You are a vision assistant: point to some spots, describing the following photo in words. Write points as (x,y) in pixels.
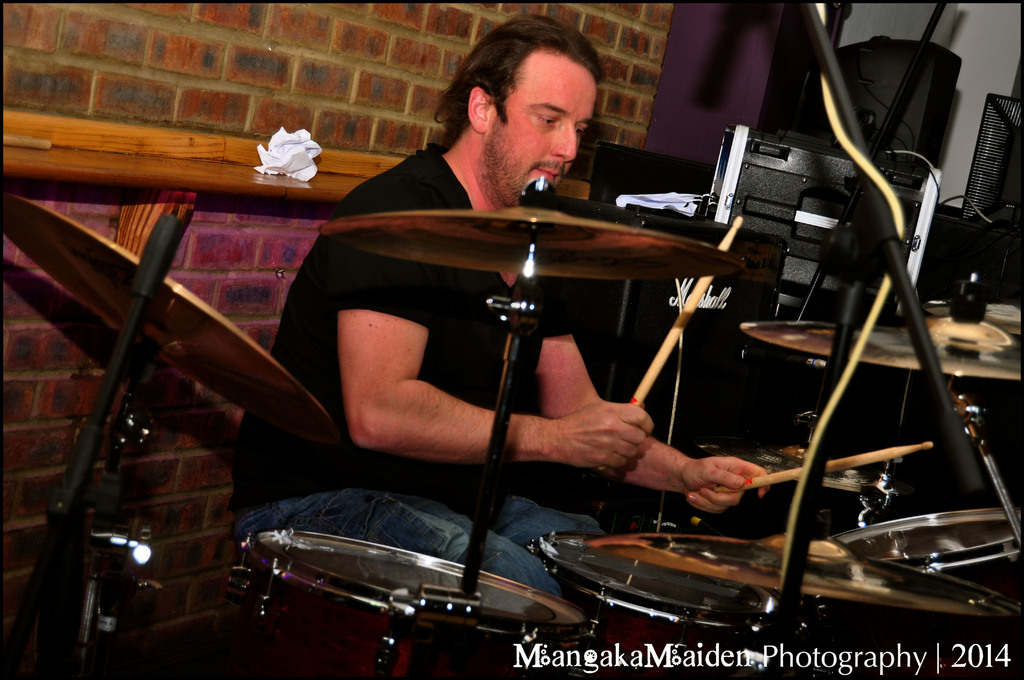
In this picture we can see a person (607,431) holding sticks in his hands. There are few drums (461,666) and other musical instruments (930,332). A brick wall (332,48) is visible in the background (51,471). A watermark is visible on the right side (1006,661).
